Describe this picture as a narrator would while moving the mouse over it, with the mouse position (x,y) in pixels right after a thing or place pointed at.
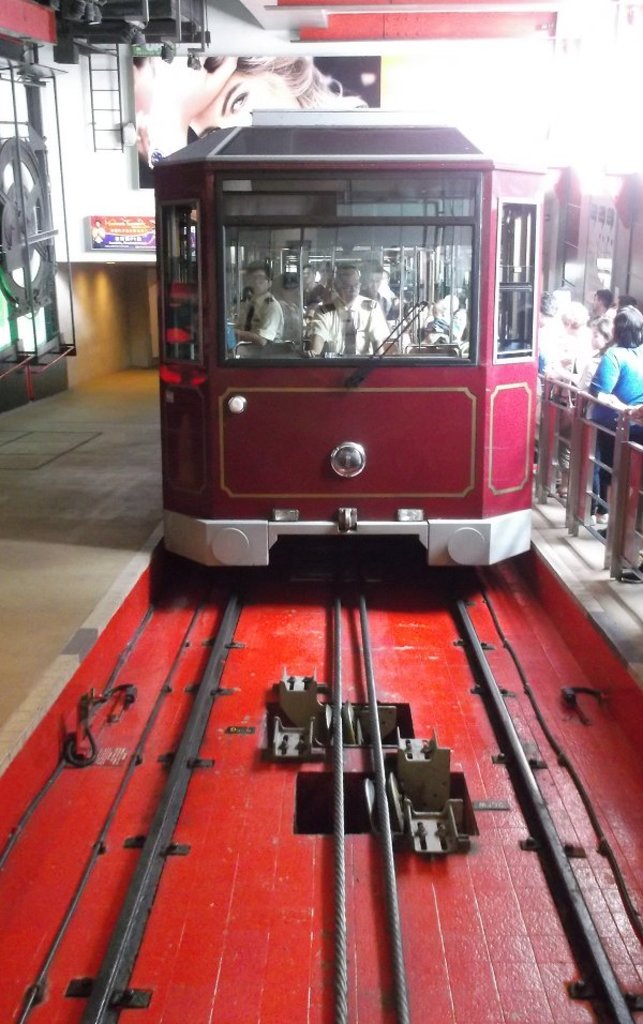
This image consists of a train (223,295). It is in red color. There are railway tracks (600,951) at the bottom (446,993). There are some persons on the right side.
